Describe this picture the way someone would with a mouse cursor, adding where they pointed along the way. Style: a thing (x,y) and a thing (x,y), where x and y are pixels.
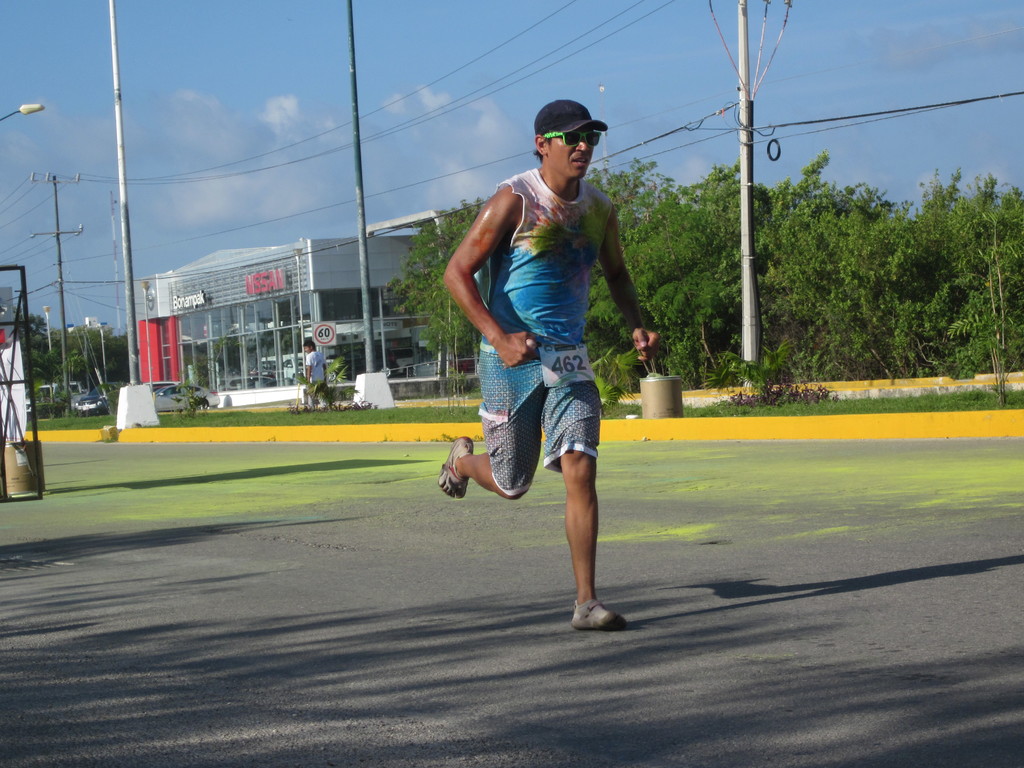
In this picture we can see a man (544,402) is running on the road (599,517), he wore spectacles (571,136) and a cap (543,129), in the background (604,150) we can find few poles (46,318), cables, hoardings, buildings (244,315), trees (119,366) and vehicles (77,403).
